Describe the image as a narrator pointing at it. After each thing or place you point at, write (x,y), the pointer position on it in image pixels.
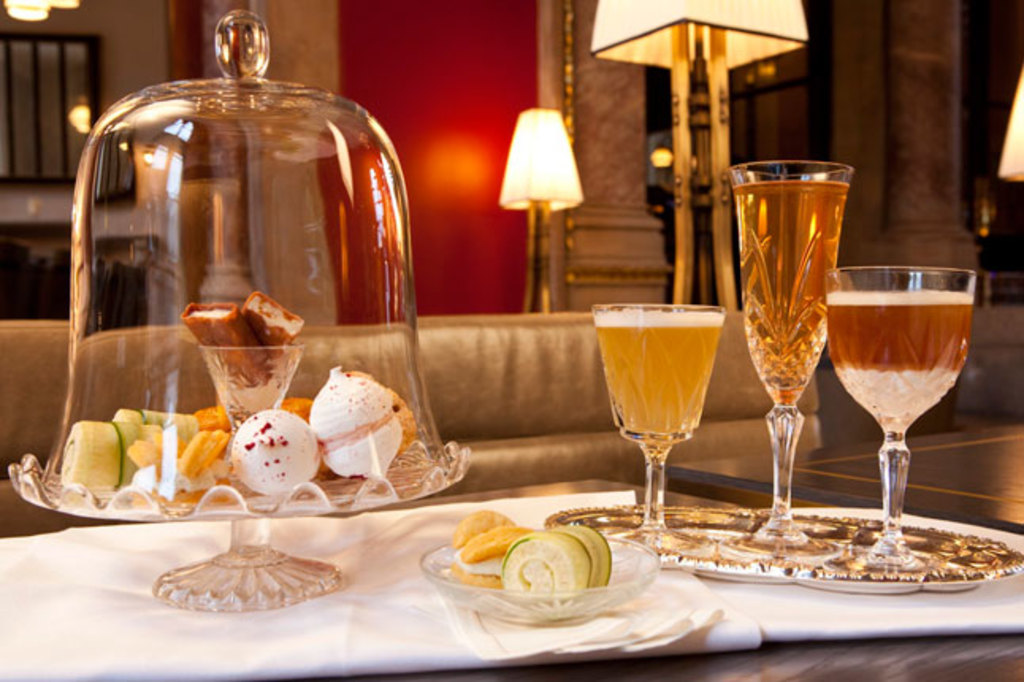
In this picture we can find some desserts (592,579) placed in a bowl (603,595) and wine (699,331) served in glass (767,350) of different sizes and there is a couch (564,384), a lamp (619,32) is placed behind the couch (551,405) and there is a red painted wall (462,188).
